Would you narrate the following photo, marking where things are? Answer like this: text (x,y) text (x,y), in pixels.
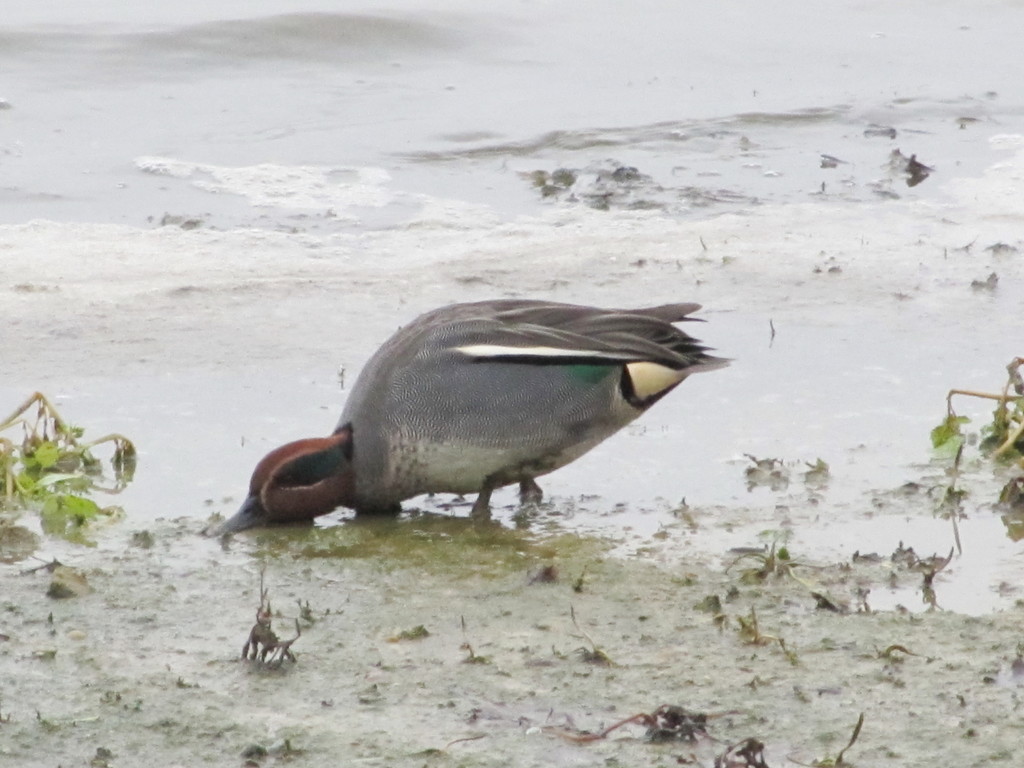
In the center of the image (645,353) there is a bird (647,322). There is water (244,236). There are plants (43,504).
